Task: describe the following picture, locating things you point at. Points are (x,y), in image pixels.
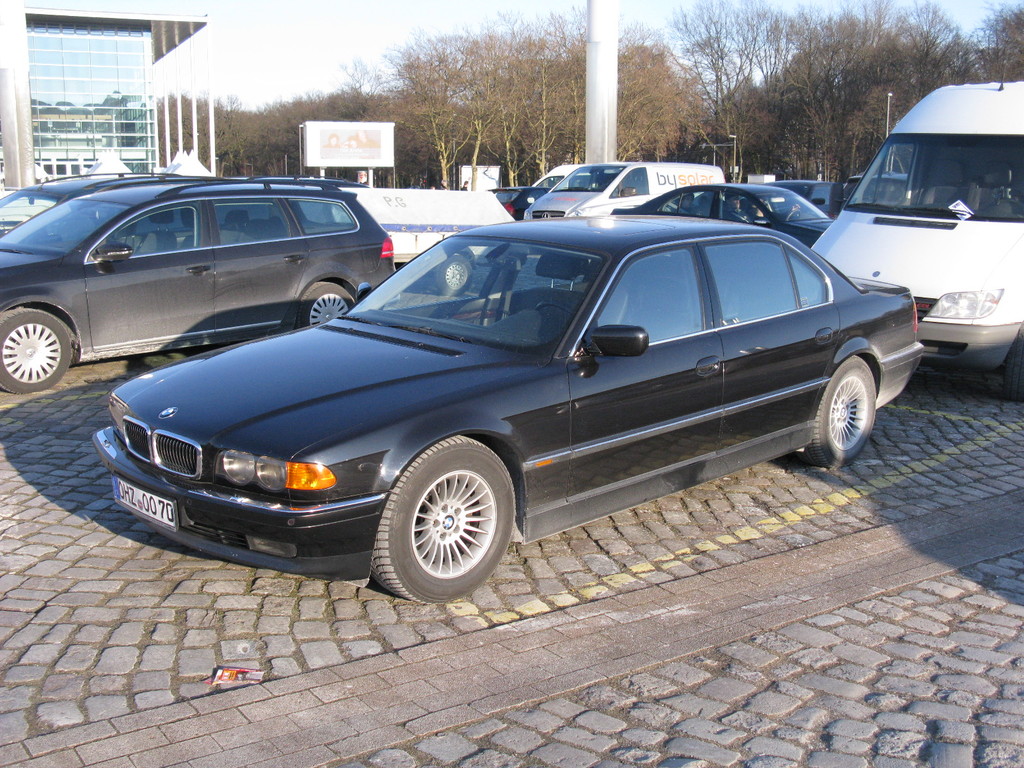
In the foreground (373,243) I can see fleets of cars (356,240) and vehicles (313,352) on the road (909,418). In the background (120,153) I can see trees (542,153), buildings (63,148), fence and the sky (280,16). This image is taken during a day on the road (180,599).
